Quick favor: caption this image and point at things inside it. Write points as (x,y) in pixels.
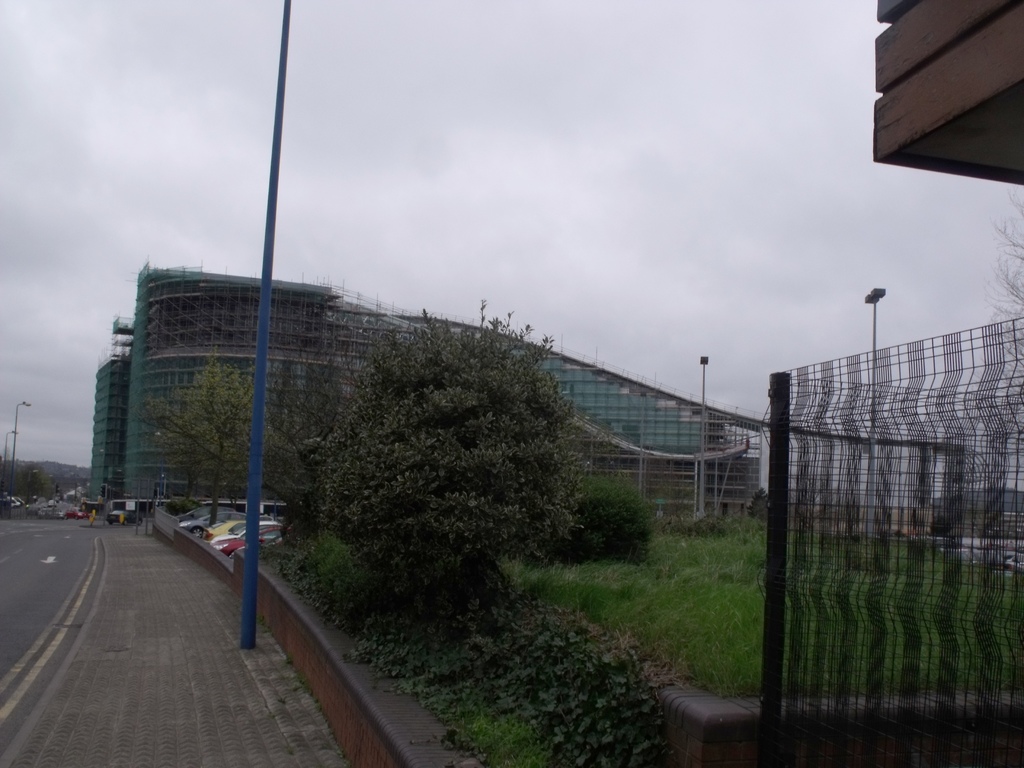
In this image there is a road (38,582) on the left side (38,582). In the background (626,396) there is a building (331,313) with the glasses (160,356). In front of the building (92,480) there are few cars (65,515) parked on the road (63,542). On the right side (713,517) there are plants (585,544) and poles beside the building (650,393). At the top (620,123) there is the sky (645,124). On the right side (864,476) bottom there is a fence (805,657). There is a pole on the footpath (235,605).
